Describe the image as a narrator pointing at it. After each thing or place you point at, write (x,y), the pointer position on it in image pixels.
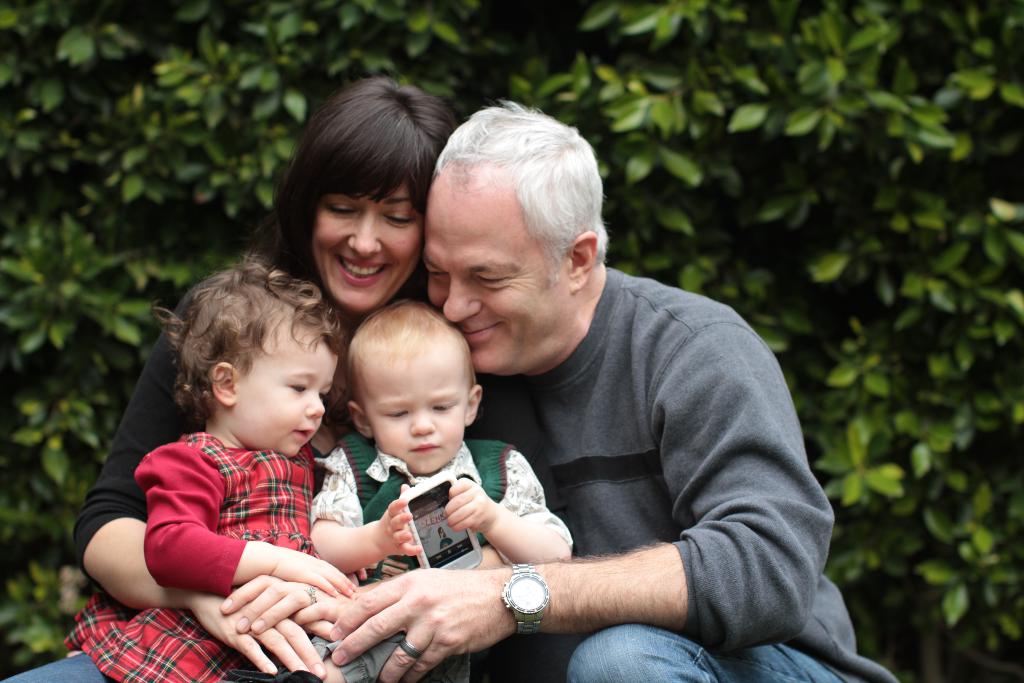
In this picture there is a old man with a woman (338,388) sitting with two small babies (274,469) and smiling. Behind there are some green plants (916,394).
